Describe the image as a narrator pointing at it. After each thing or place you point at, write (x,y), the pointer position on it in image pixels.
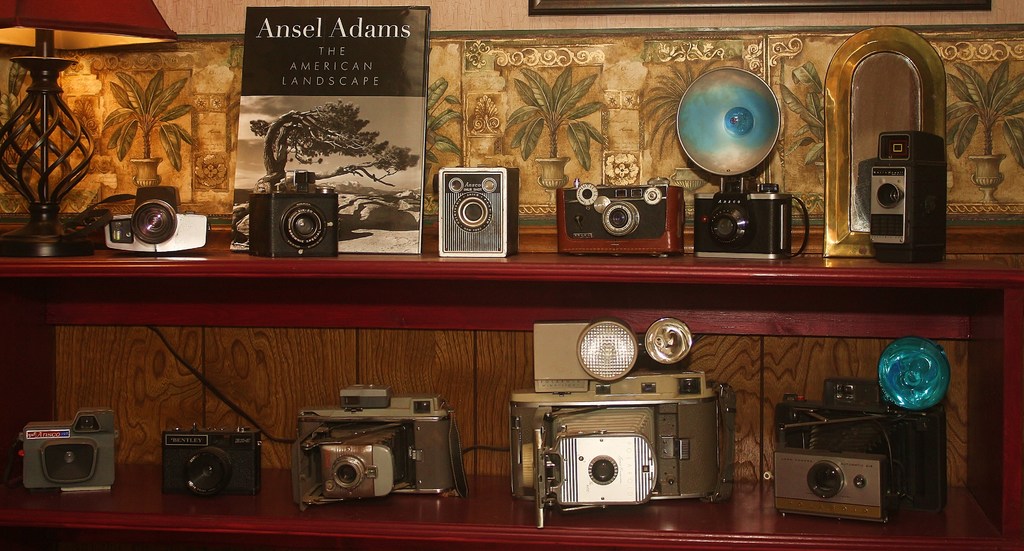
In this picture we can see a few electronic devices (328,234) on the shelves (259,312). There is a lamp (25,249) on the left side (14,237). We can see a board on the shelf (233,278).
